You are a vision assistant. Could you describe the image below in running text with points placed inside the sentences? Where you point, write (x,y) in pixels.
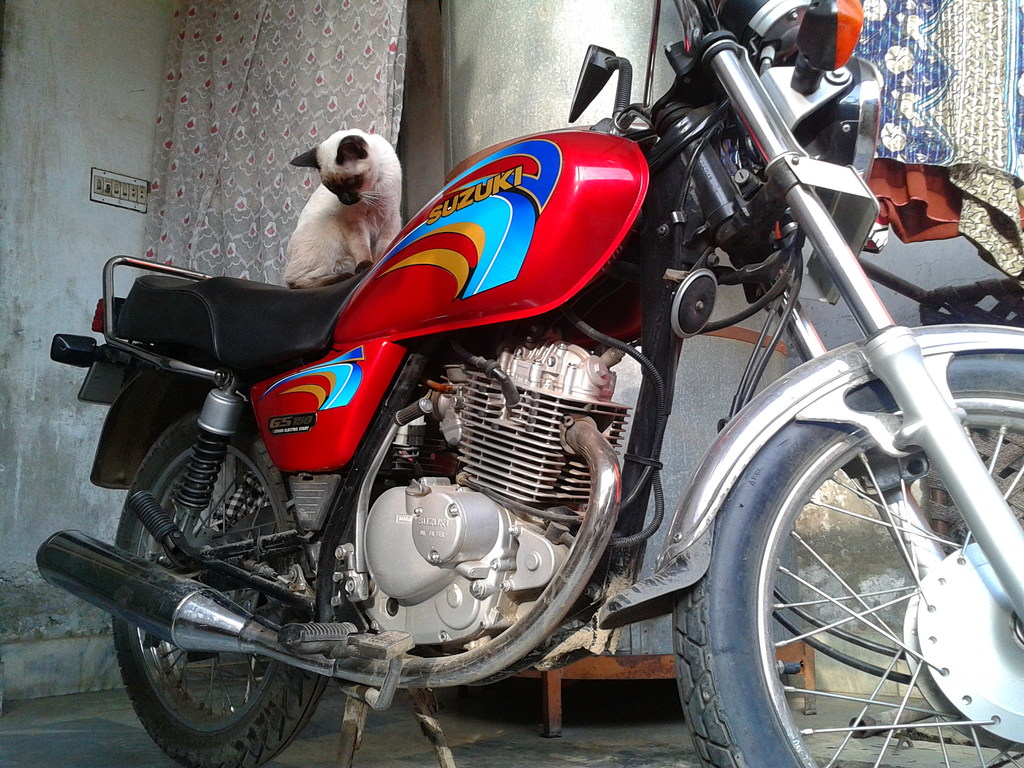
In this image there is a red color motorcycle (307,363) on which there is a pussycat (389,237) sitting and at the background of the image (90,182) there is a wall (127,228) and switch board (141,189).
